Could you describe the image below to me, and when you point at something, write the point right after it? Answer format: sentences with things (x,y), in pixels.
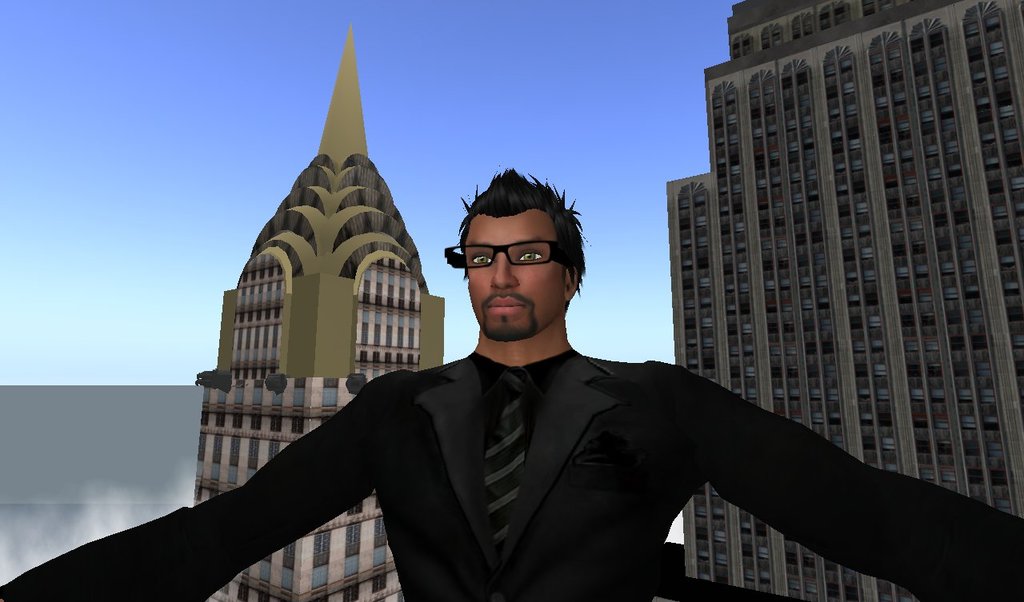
This is an animation and here we can see a person (519,371) wearing glasses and in the background (832,278), there are buildings (238,286).
